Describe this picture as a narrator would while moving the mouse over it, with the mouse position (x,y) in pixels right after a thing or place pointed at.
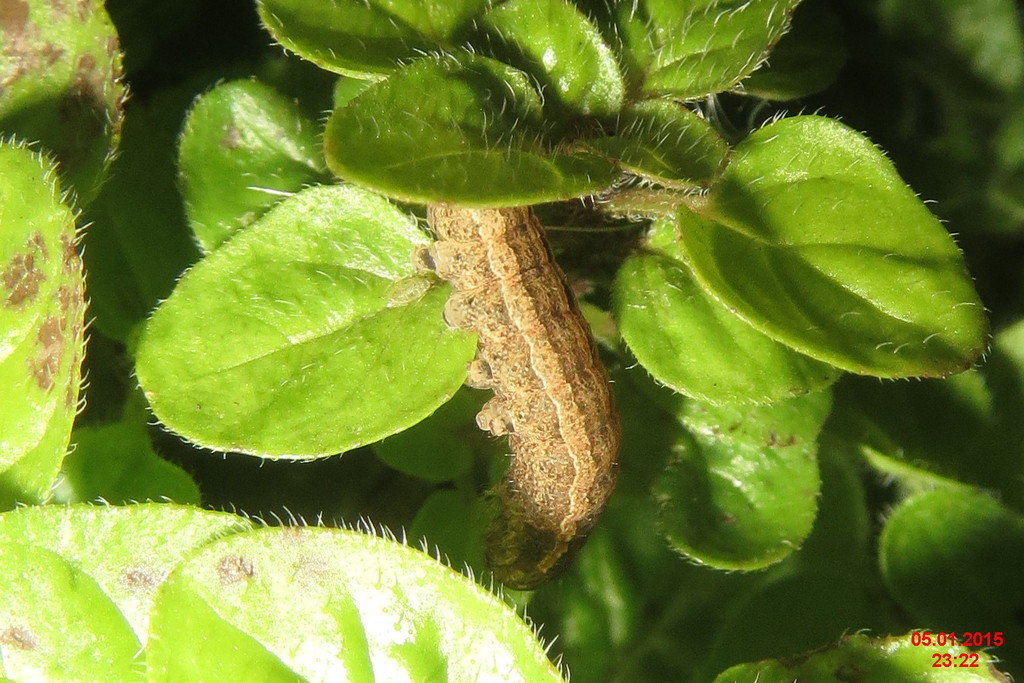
In this picture we can see a caterpillar (571,402) here, there are some leaves (447,110) here, at the right bottom (951,656) we can see some numbers (945,640).
